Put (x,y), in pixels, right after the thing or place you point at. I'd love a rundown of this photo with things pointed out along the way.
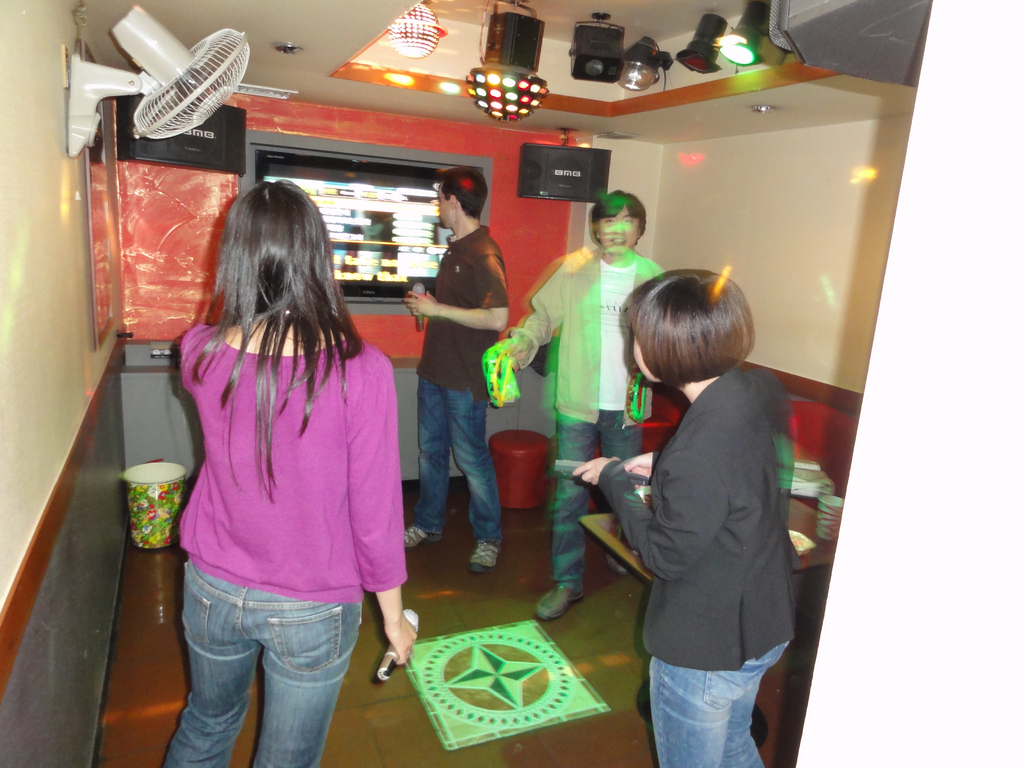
In this image we can see group of people (568,333) standing on the floor (423,574). One person (479,242) is holding a microphone (420,286) in his hand (419,299). In the background (552,162) we can see group of speakers (238,126), lights (637,85) and a television (346,185) on the wall (202,204).
